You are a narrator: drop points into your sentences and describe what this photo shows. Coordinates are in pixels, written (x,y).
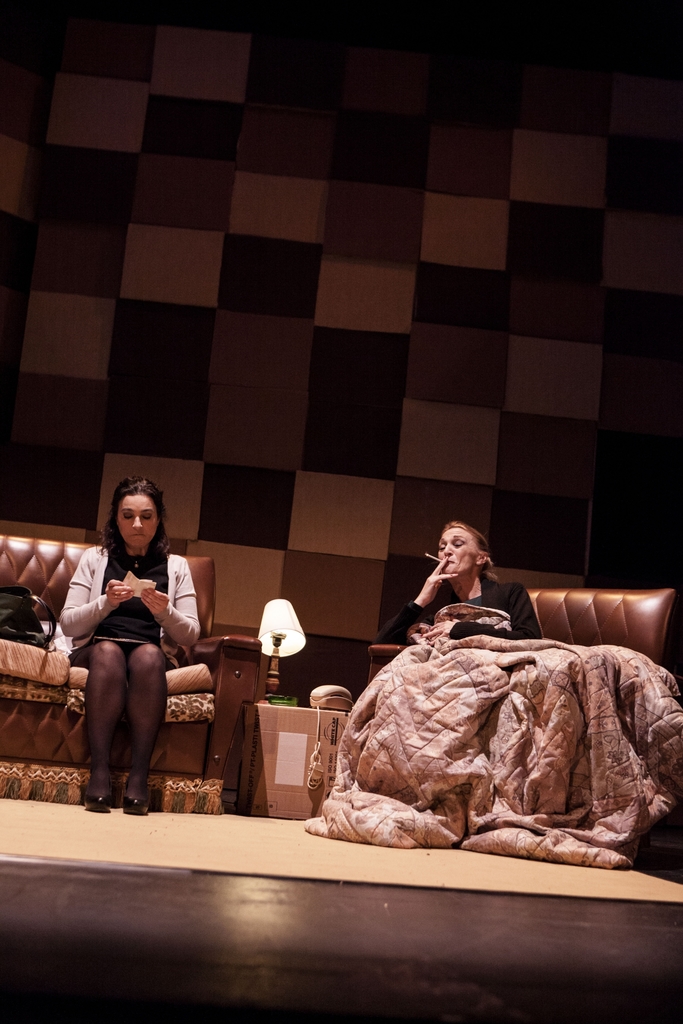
There are two women (150,673) sitting on the couch (69,687). This looks like a handbag (18,624). I can see a lamp (267,695) and a telephone (318,694) are placed on the cardboard box (274,767). This looks like a blanket (489,740). I can see a woman (460,587) smoking a cigarette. I think this is a wall (388,392).
